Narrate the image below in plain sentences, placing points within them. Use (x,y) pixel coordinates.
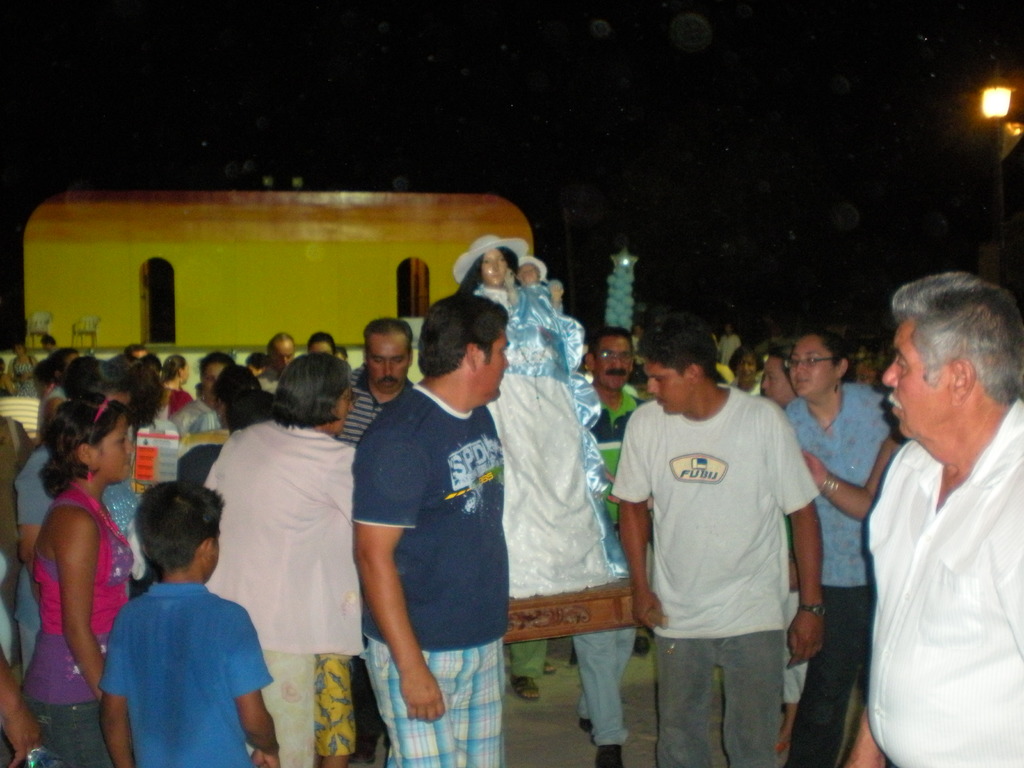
In this picture we can see a group of people (747,467) where some are standing and some are walking on the ground (544,749) and in the background (38,336) we can see a light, chairs (88,326) and it is dark.
